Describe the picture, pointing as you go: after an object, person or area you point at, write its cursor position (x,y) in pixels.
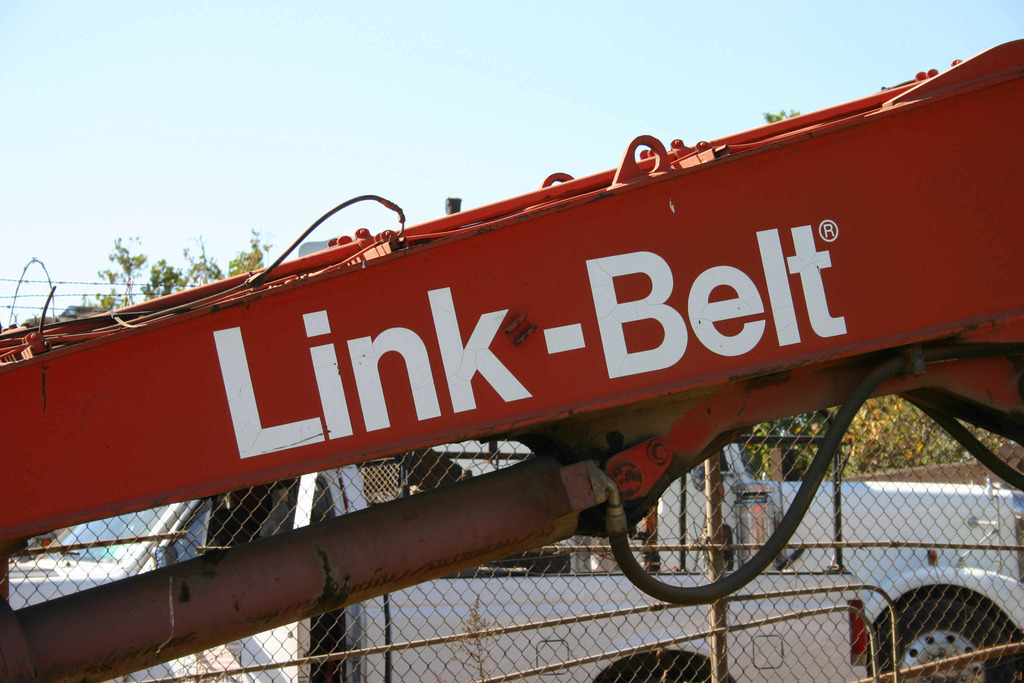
In this image in the front (421,414) there is an object (234,384) which is red in colour with some text (493,312) written on it. In the background (805,527) there are vehicles (875,514), there are plants (878,430). In the center (518,450) there is a fence (589,617).
